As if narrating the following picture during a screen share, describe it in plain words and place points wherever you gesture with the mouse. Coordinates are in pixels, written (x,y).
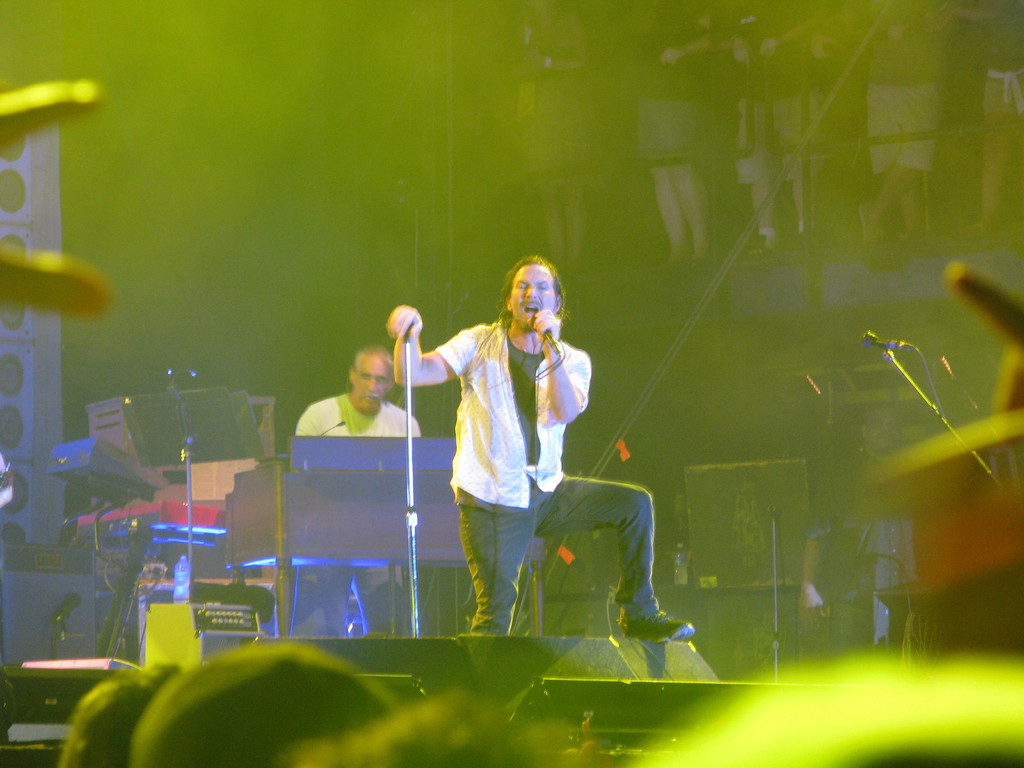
In this picture I can see a man (512,412) standing in front (503,366) and I see that he is holding a mic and a tripod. Behind him I can see 2 persons (376,408) and I can see few equipment (341,444). On the top of this picture (999,94) I can see few people (676,124) standing and I see that this picture is a bit in dark. On the right side of this picture (907,368) I can see a tripod (914,383) on which there is a mic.
